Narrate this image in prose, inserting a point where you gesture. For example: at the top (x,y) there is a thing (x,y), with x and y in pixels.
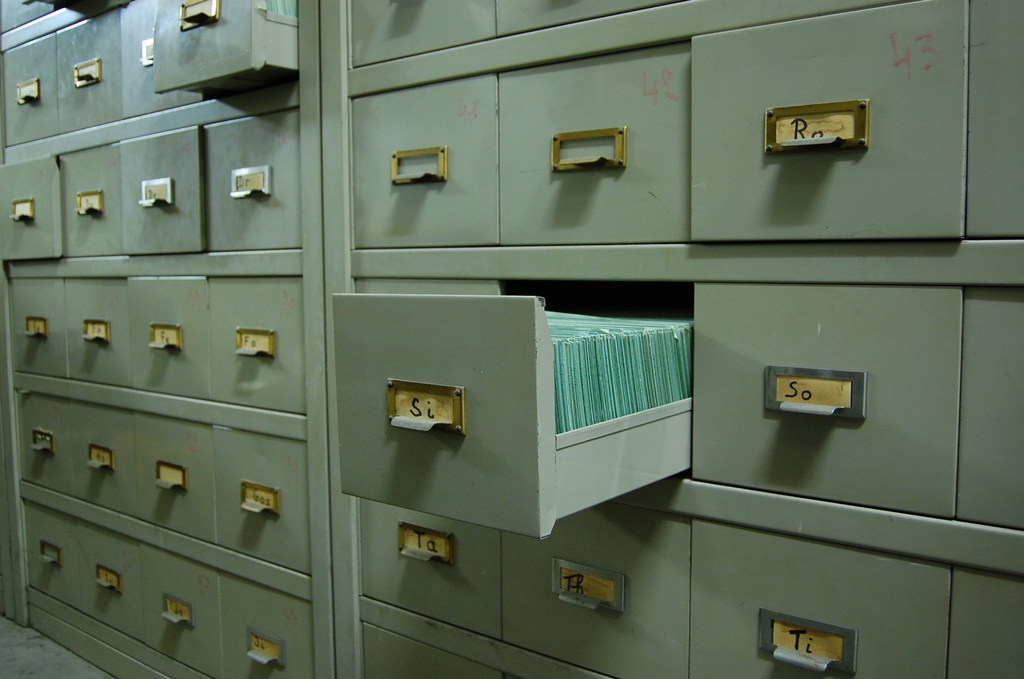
In this image we can see there are lockers (270,283), in them few are opened.
